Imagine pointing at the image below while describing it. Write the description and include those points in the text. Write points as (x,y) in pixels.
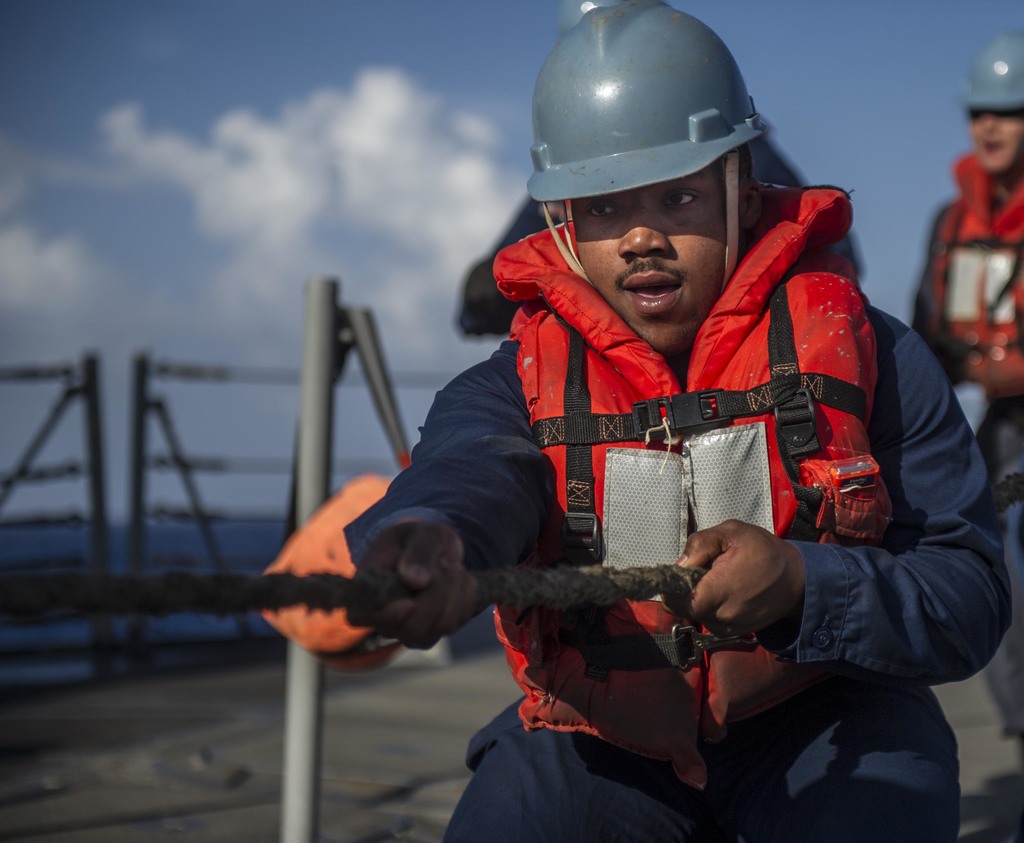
In this image I can see a man (446,434) in the front (755,630) and I can see he is holding a rope (520,585), I can see he is wearing an orange colour life jacket (760,423), blue colour dress (946,432) and a helmet (596,156). In the background (980,252) I can see one more person (988,93), clouds (412,83), the sky (425,131) and on the left side of this image (311,393) I can see a pole (337,326). I can also see this image is little bit blurry in the background (379,101).
